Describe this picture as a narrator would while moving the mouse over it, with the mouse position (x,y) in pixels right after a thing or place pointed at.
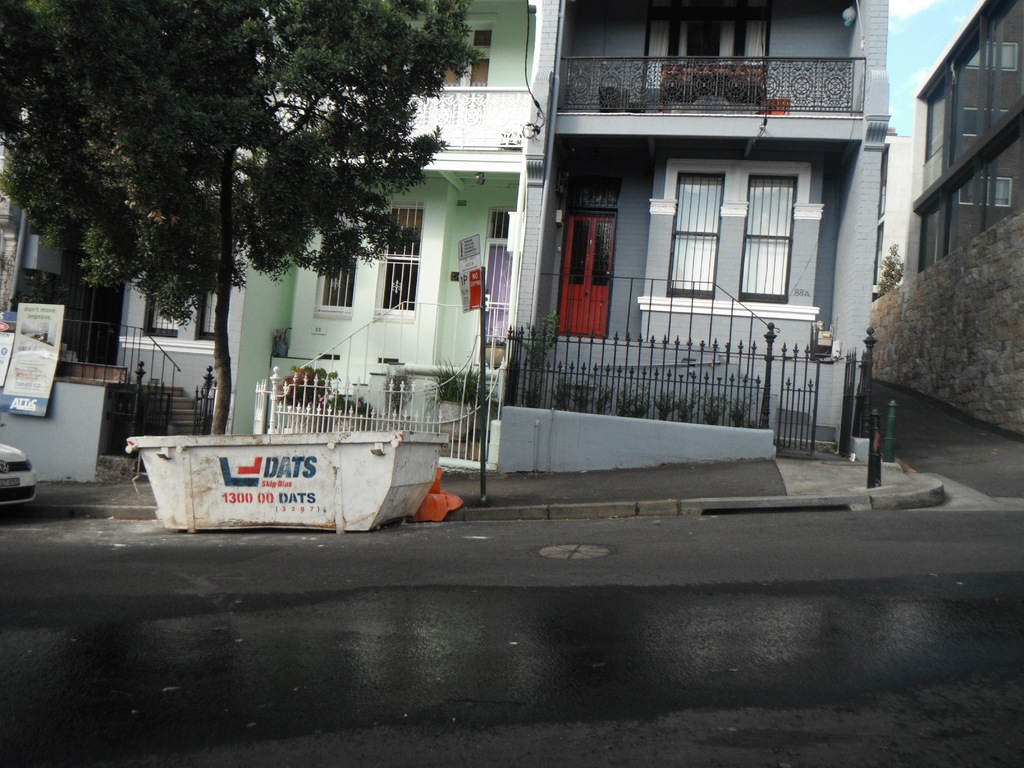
In this image there are buildings (491,291) and trees (130,204). At the bottom (548,616) there is a road (316,638) and we can see a vehicle (16,483) on the road (231,551). There is an object (199,511) and we can see boards (43,376). In the background (939,13) there is sky (935,45).
